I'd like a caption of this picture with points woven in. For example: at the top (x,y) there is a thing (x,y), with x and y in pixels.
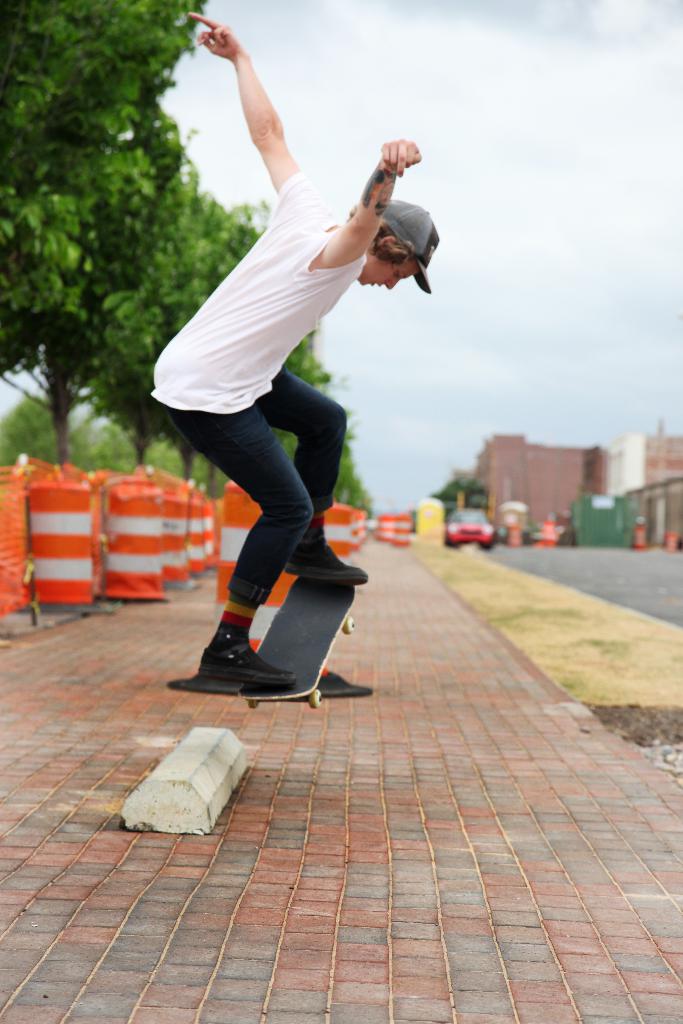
In this image we can see a person (193,357) wearing the cap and skating with the skateboard (300,638). We can also see the safety pillars (134,577), path (204,606), vehicles (471,522), trees (1,368), buildings (492,445) and also the cloudy sky (517,149).
